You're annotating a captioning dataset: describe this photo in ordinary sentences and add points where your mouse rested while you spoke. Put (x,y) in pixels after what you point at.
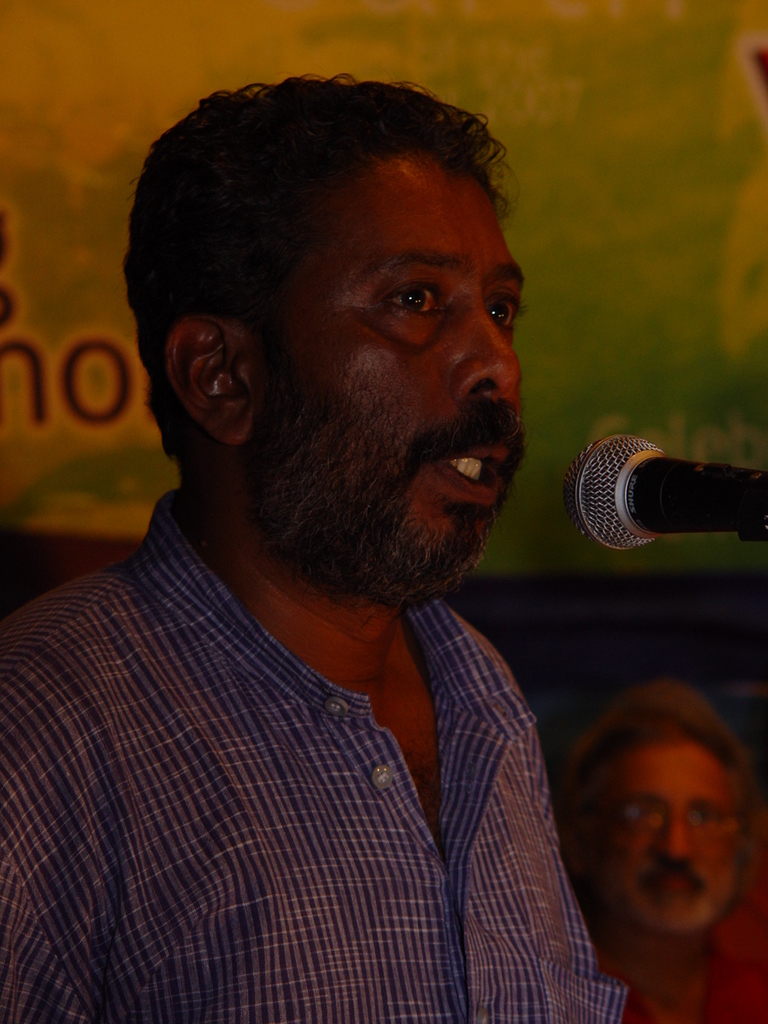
In the picture I can see a man (322,550) is wearing a shirt (276,909). Here I can see a microphone (670,514), a person (725,817) and some other objects (624,400).
